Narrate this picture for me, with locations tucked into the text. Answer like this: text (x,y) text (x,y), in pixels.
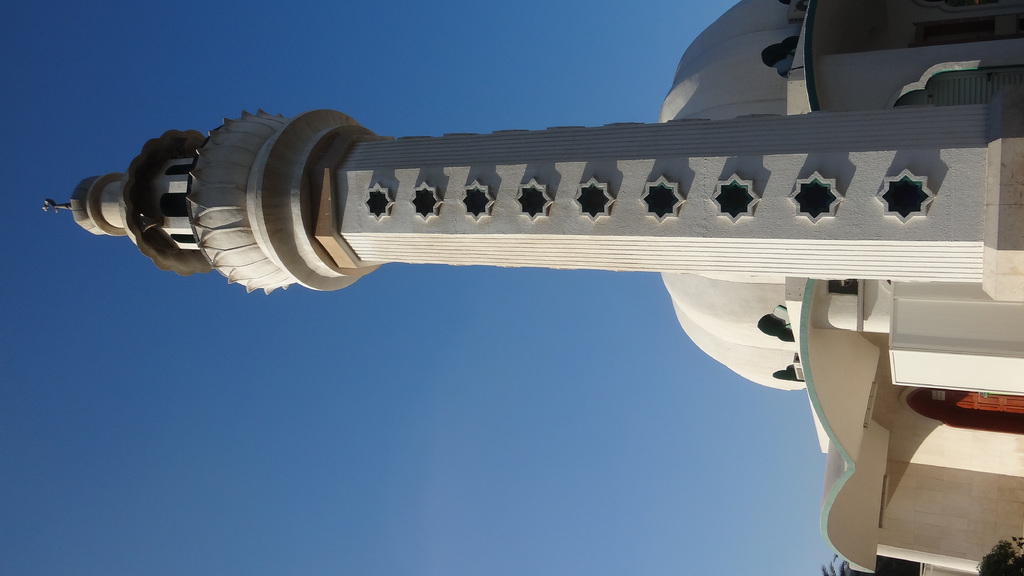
In the image we can see building construction (197,188) and there is a dome construction (202,208) at the top of the building (246,218) and the sky (322,512).
